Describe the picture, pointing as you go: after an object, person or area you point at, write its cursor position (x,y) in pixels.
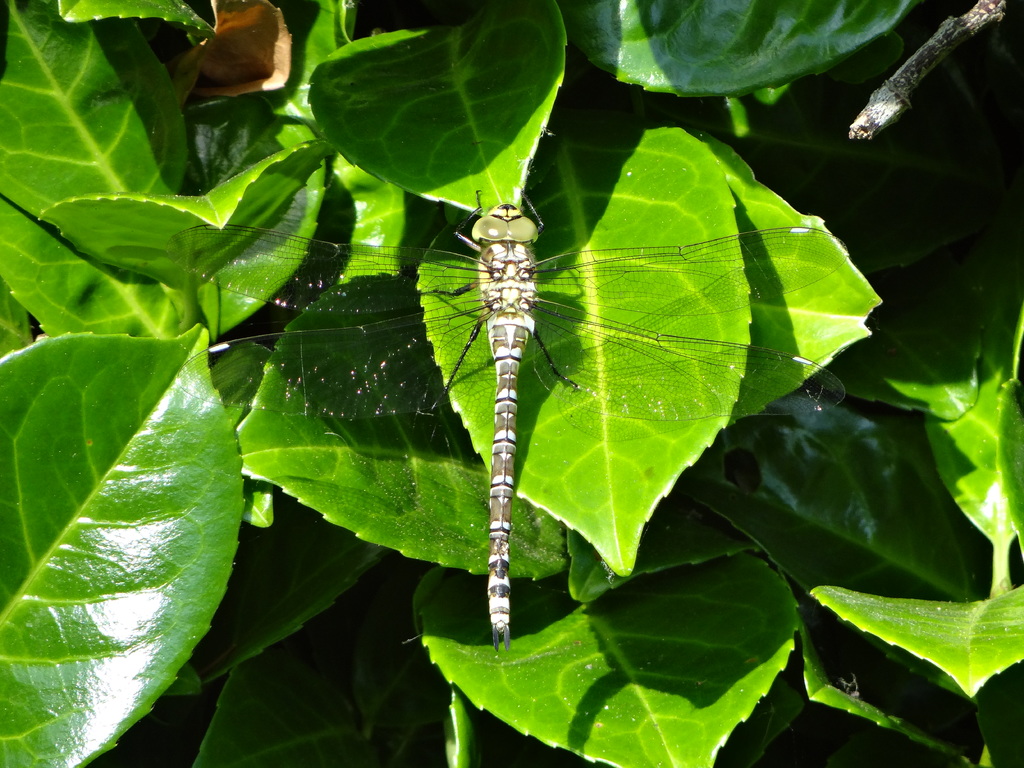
In this picture we can see a fly (635,343) on green leaves (363,115), i think it is a plant (839,43).
